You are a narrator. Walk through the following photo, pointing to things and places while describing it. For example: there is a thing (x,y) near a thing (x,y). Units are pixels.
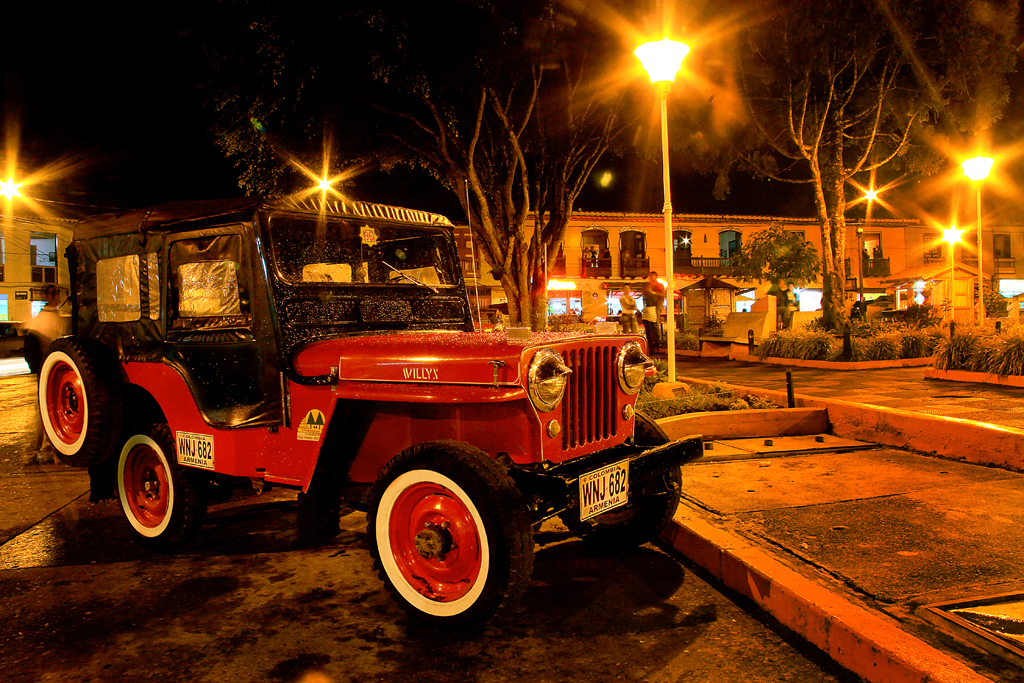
In this picture we can see a jeep (509,409), in the background (626,265) we can find few poles (666,296), lights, trees (575,164), buildings (650,249) and group of people (655,273).
